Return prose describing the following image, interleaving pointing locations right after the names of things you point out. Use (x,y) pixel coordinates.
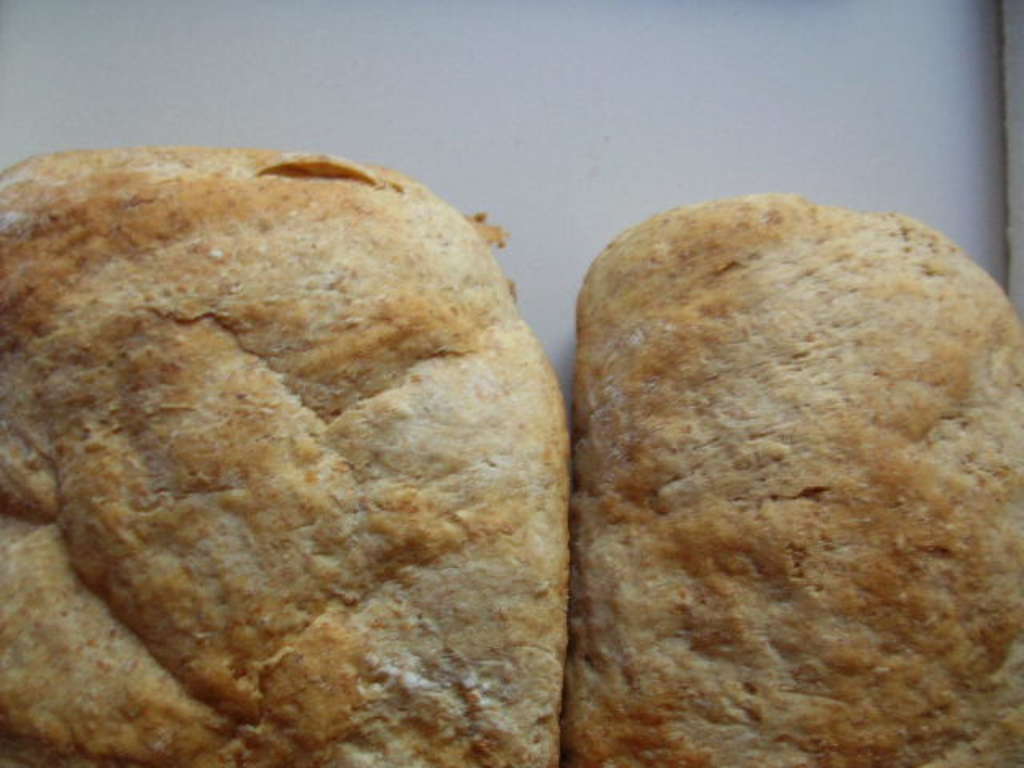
There is some object (650,367) in the center of the image (671,475).
